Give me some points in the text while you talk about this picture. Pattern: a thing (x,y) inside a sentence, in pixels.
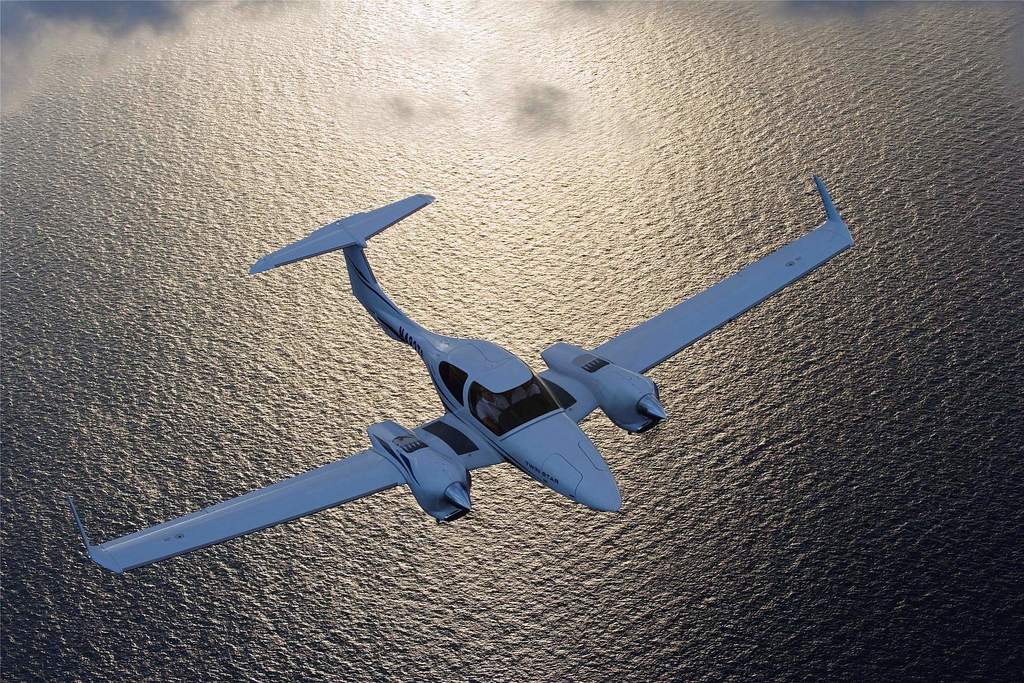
In the image there is an aeroplane (438,437) flying in the air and below its a sea (332,125).
